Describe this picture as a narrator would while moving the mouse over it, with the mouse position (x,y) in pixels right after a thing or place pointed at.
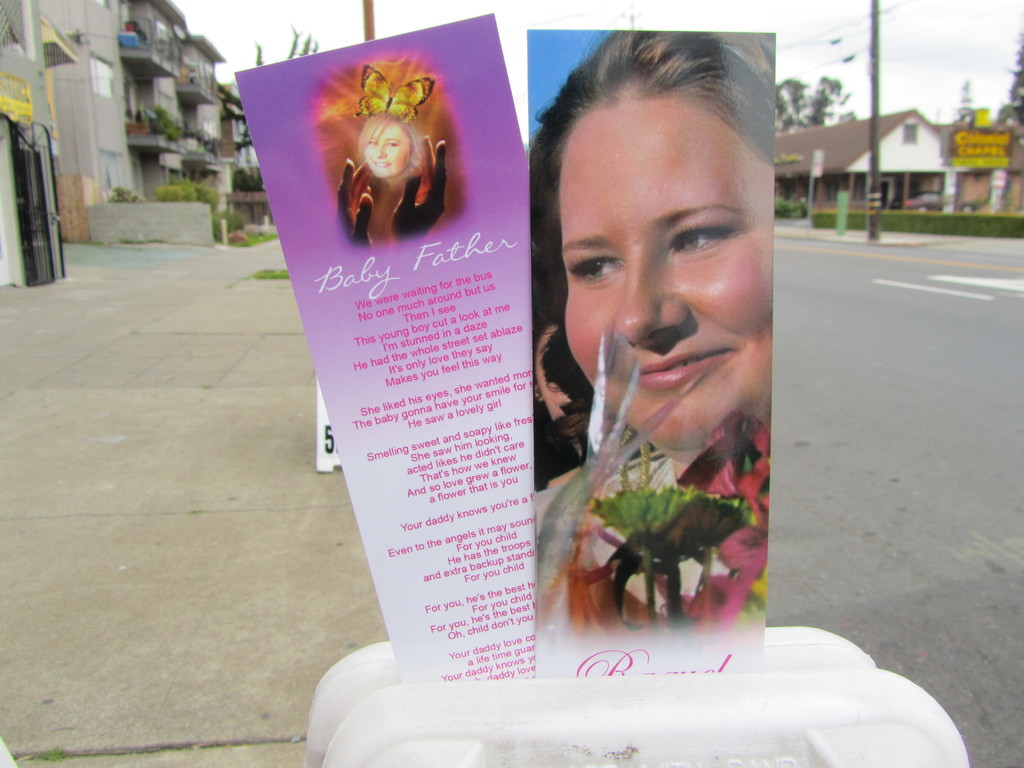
This image is taken outdoors. On the left side of the image (167,343) there is a sidewalk (148,304) and there are a few buildings (112,163) and plants (207,195). On the right side of the image (899,187) there is a house (908,156) and there are a few trees (820,115) and plants (1003,221) and there is a board (958,148) with a text (970,151) on it. There is a pole (871,141) and there is a road (825,446). In the middle of the image (559,365) there are two posters (449,265) with an image of a woman (390,166), a butterfly (363,106) and there is a text (437,395).
